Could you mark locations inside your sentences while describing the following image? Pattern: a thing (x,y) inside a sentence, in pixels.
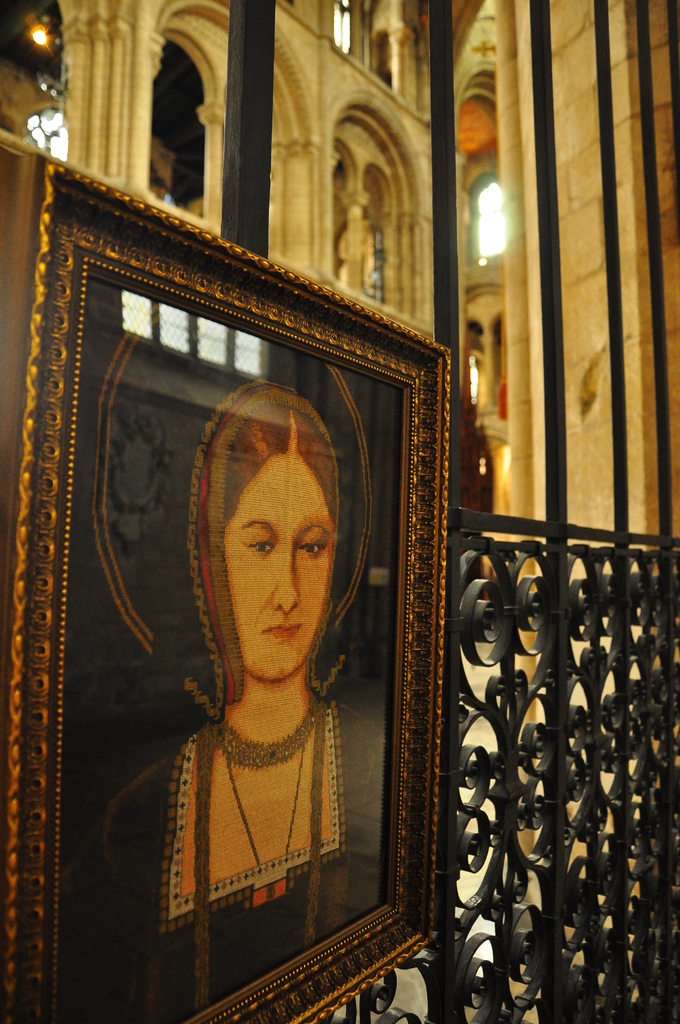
In this image we can see a photo frame (332,731) on the railing (248,221) and in the background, we can see a building (279,245).
